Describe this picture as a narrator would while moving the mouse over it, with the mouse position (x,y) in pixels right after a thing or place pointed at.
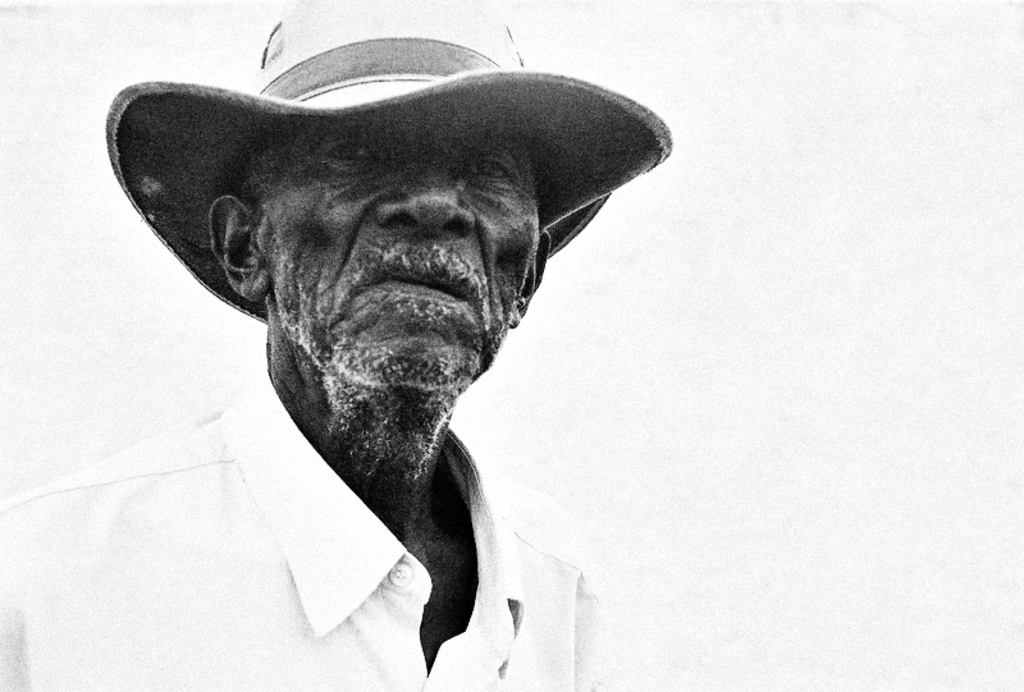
In this image I can see there is a person (356,315) standing and wearing a cap (607,142). And at the back (726,138) it looks like a wall (739,388).
